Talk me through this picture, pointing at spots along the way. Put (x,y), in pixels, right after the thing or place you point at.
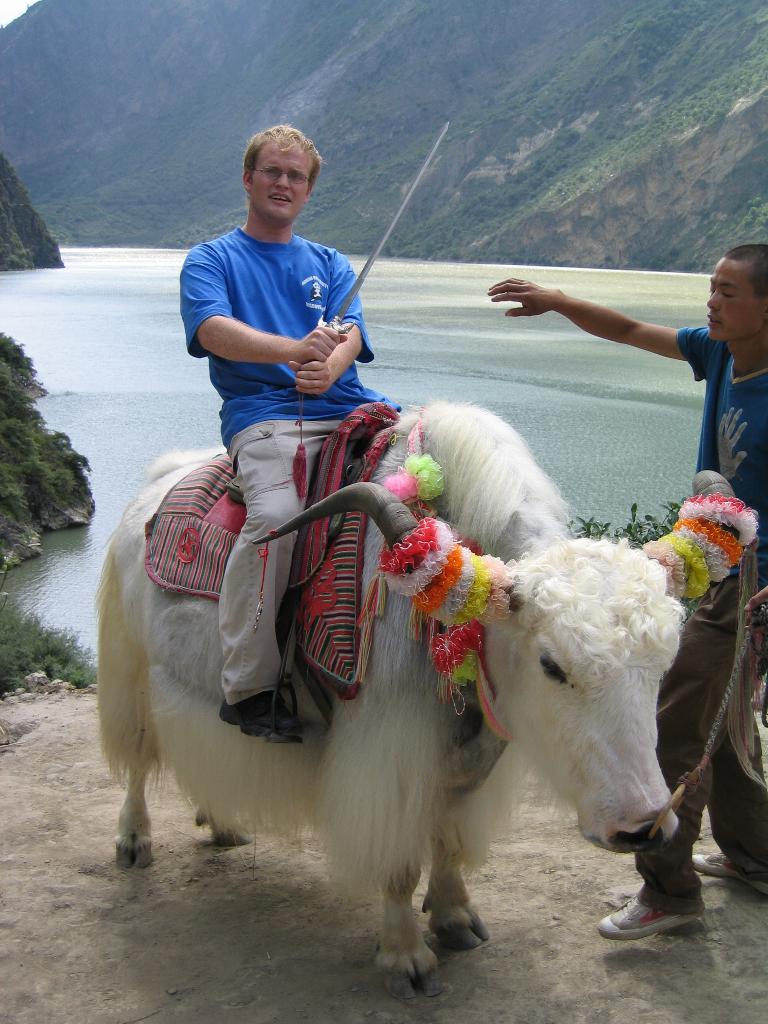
In the image there is an ox (186,652) it is decorated with some ribbons (499,589) and a person (333,367) is sitting on the ox (596,619) by holding a knife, beside the ox (544,509) there is another person (742,433) and in the background (175,407) there is a sea (564,325) and there are mountains (367,122) around the sea (412,295).
